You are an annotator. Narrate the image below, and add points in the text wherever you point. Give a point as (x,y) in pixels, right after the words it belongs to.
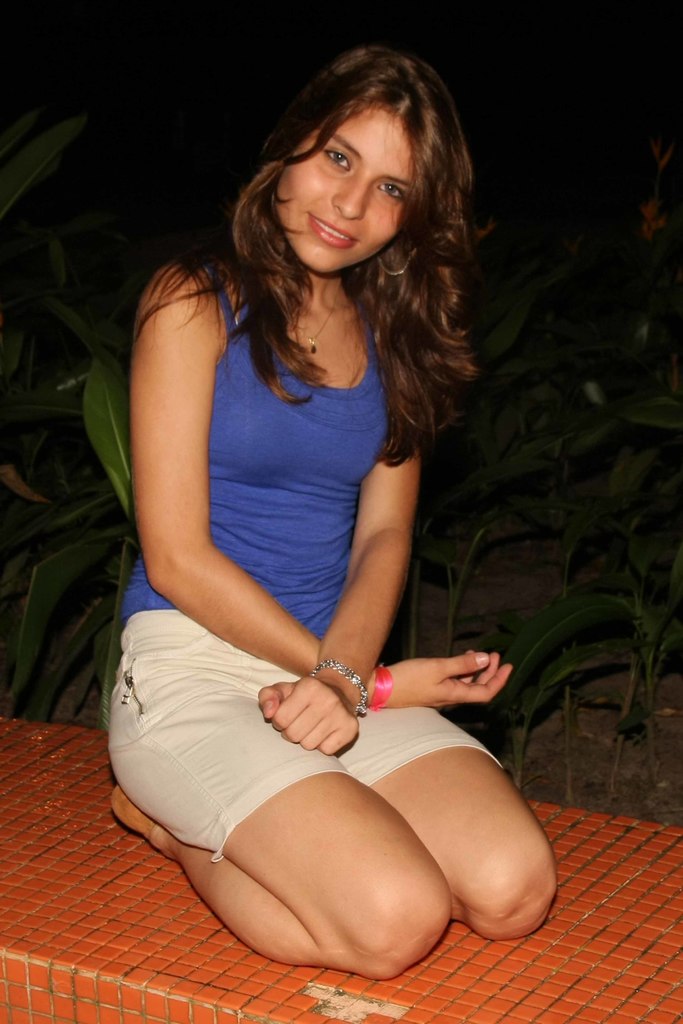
In this image there is a woman (240,574) kneeling on the floor (541,946). She is smiling. Behind her there are plants (520,346). The background (211,84) is dark.
